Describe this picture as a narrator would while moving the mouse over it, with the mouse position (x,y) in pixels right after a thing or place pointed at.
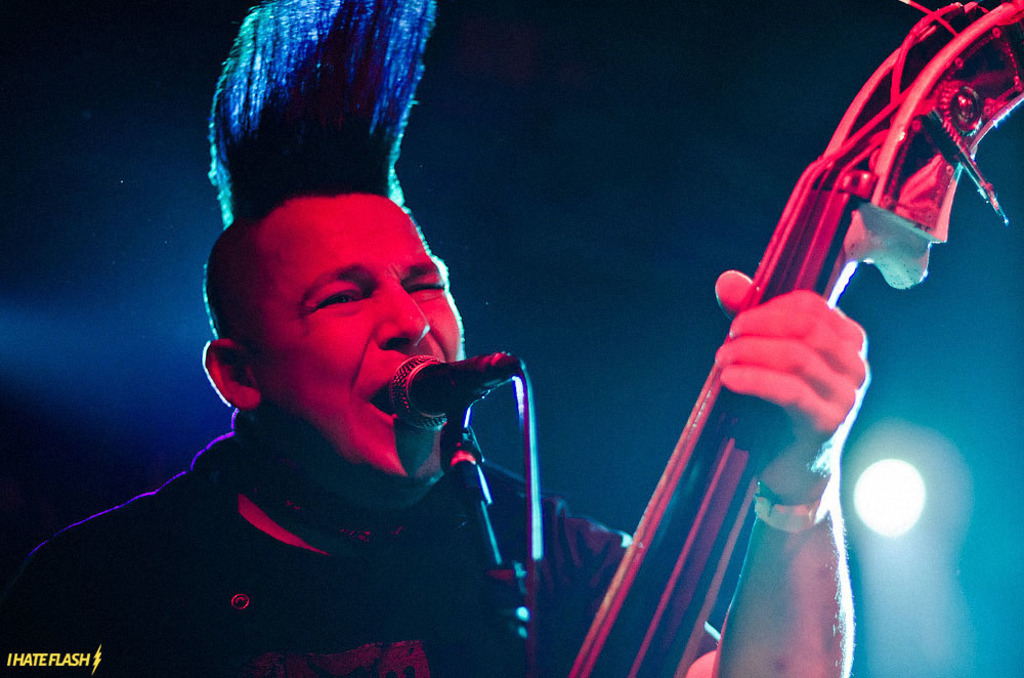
This is a zoomed in picture. In the foreground (211,569) we can see a person (373,424) holding a musical instrument (676,567) and seems to be singing and we can see a microphone (450,394) attached to the metal stand (524,642). In the background (927,491) we can see the light (883,480). In the bottom left corner (55,660) we can see the text (21,664) on the image.
